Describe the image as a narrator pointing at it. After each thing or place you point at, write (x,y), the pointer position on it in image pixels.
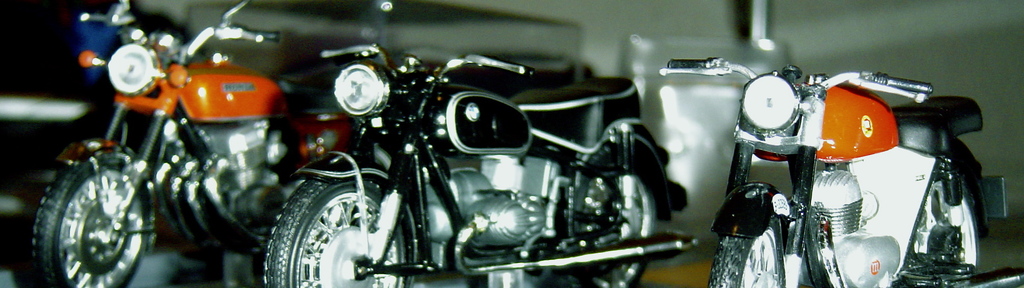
This image consists of bikes (424,188) in different colors. On the left (193,215) and right, the bikes (249,211) are in orange color. In the middle (622,191), the bike (587,253) is in black color. At the bottom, there is a floor (666,264).
